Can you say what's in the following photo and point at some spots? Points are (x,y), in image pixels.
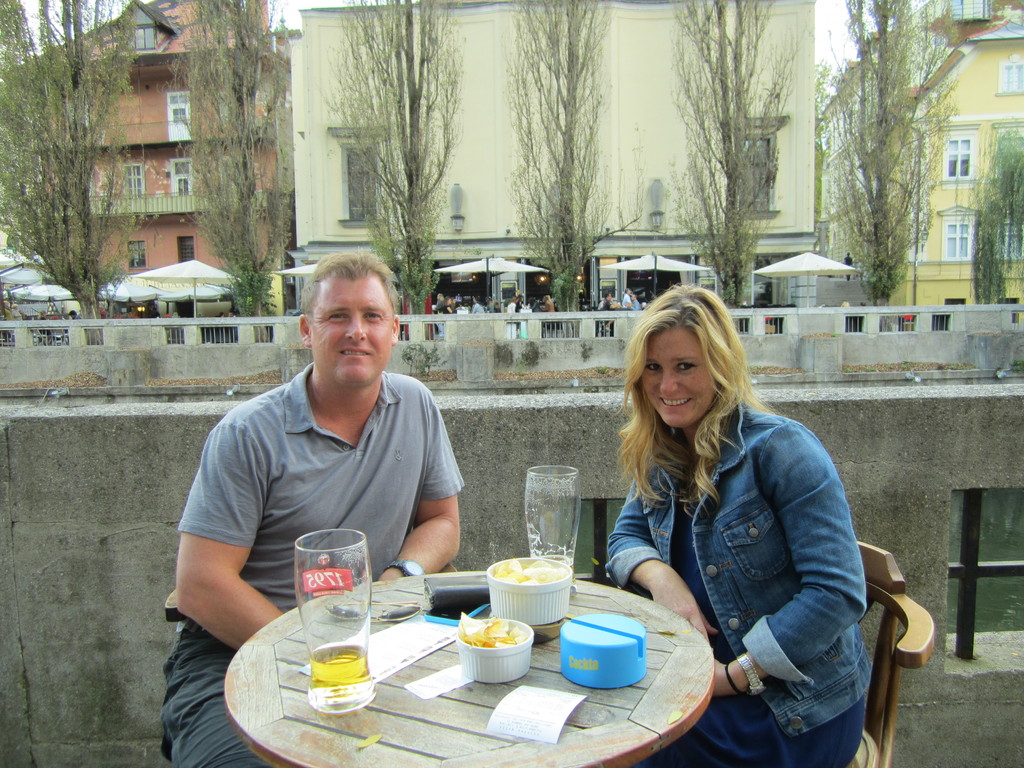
There are two members (429,451) in this picture sitting in the chair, around a table (437,661) on which some food items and glasses (547,505) were placed. One of them was a man (340,486) and the other was woman (674,594). In the background (477,421) there is a wall (855,359). We can observe some trees (737,214), buildings (649,191) and some people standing here.
